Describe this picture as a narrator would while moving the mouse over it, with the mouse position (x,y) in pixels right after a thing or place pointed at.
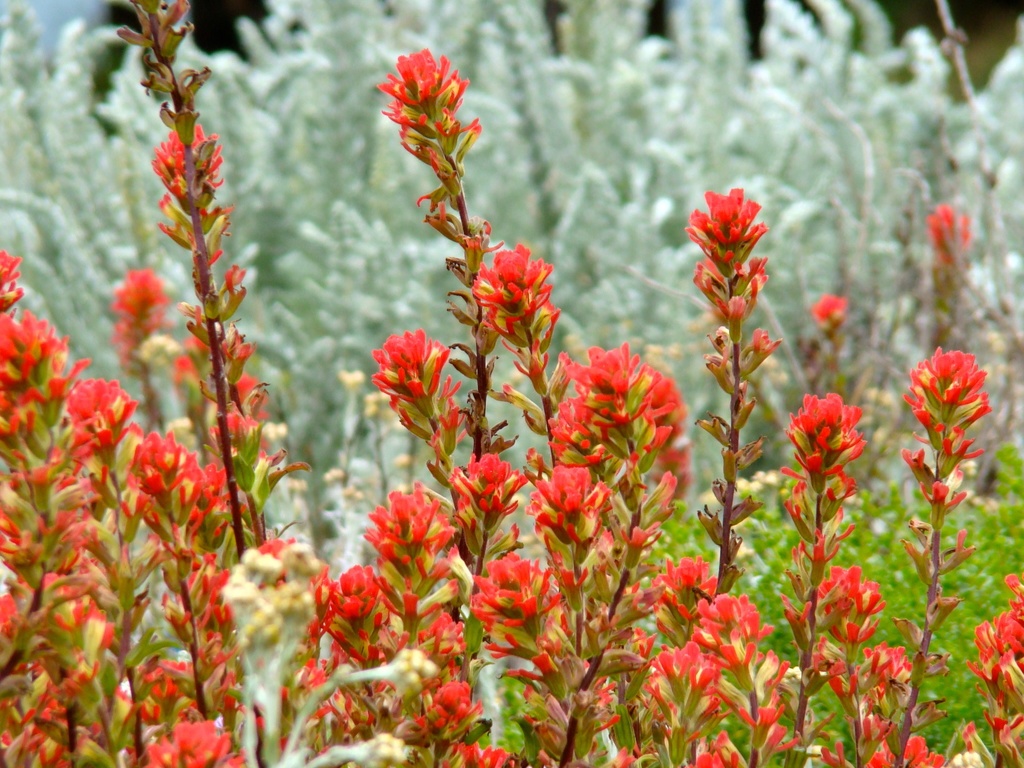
In the picture we can see some plants (545,503) which are red in color and behind we can see some white colored plants (444,251).
